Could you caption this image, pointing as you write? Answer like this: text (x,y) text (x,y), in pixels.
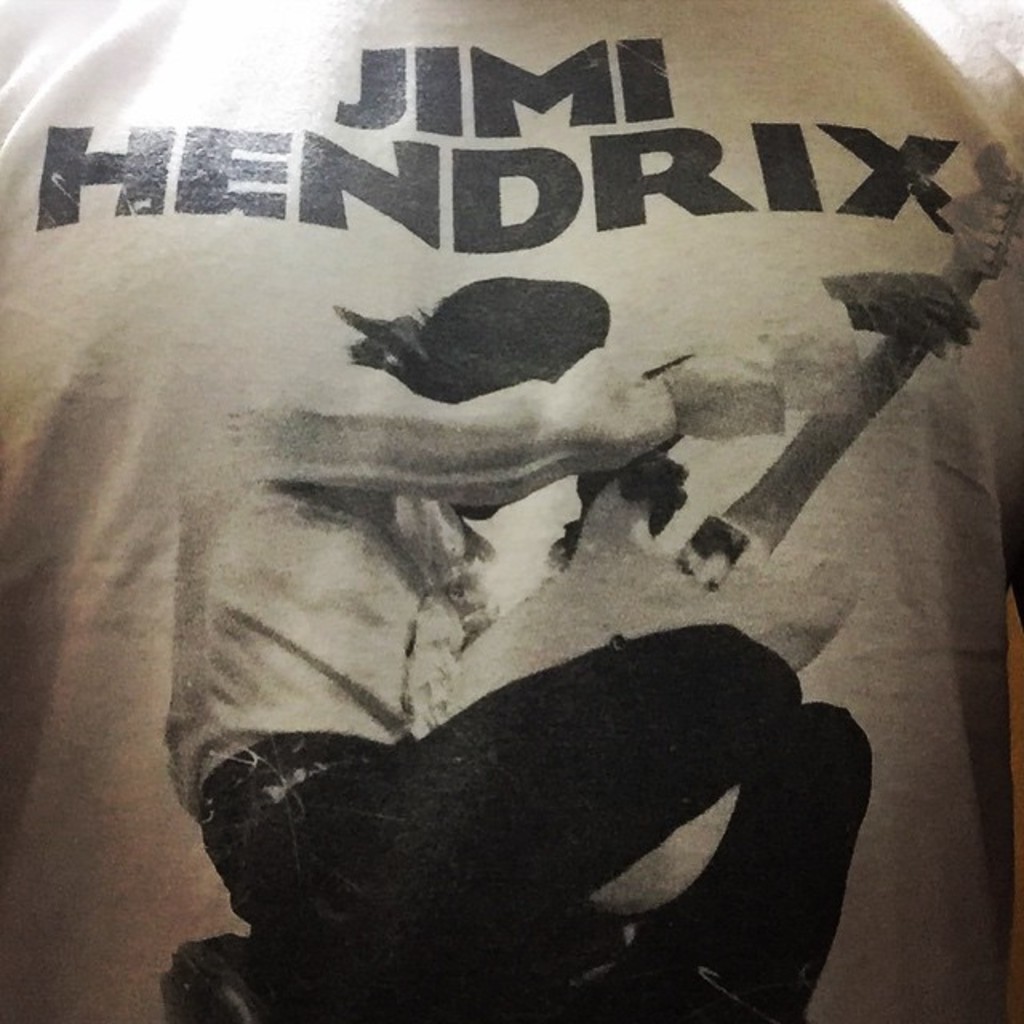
In this image I see the cloth (507,207) on which there is a picture (492,779) of a person (649,785) who is holding a guitar (744,536) and I see that something is written over here.
